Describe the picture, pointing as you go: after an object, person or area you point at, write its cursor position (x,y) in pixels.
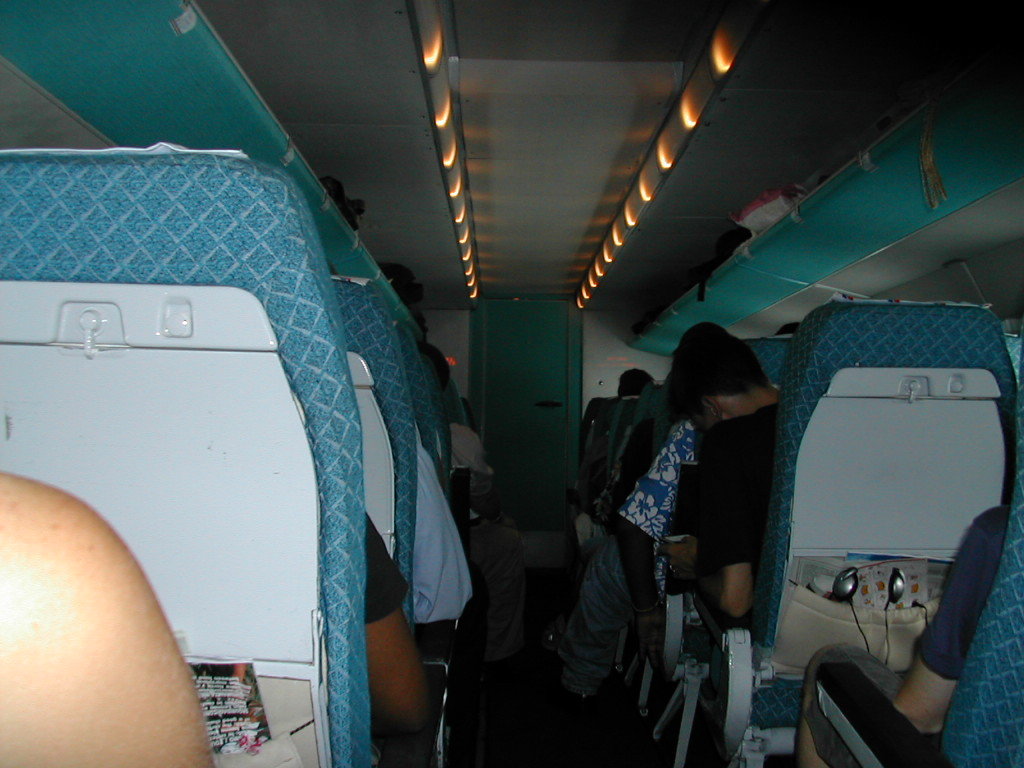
This is an inside view picture of a vehicle (68,433). We can see the door (547,357), people (970,629) sitting on the chairs (984,654). We can see the headphones (914,601), magazine (241,702). At the top (714,59) we can see the lights (728,48). In the racks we can see the bags (748,237).
